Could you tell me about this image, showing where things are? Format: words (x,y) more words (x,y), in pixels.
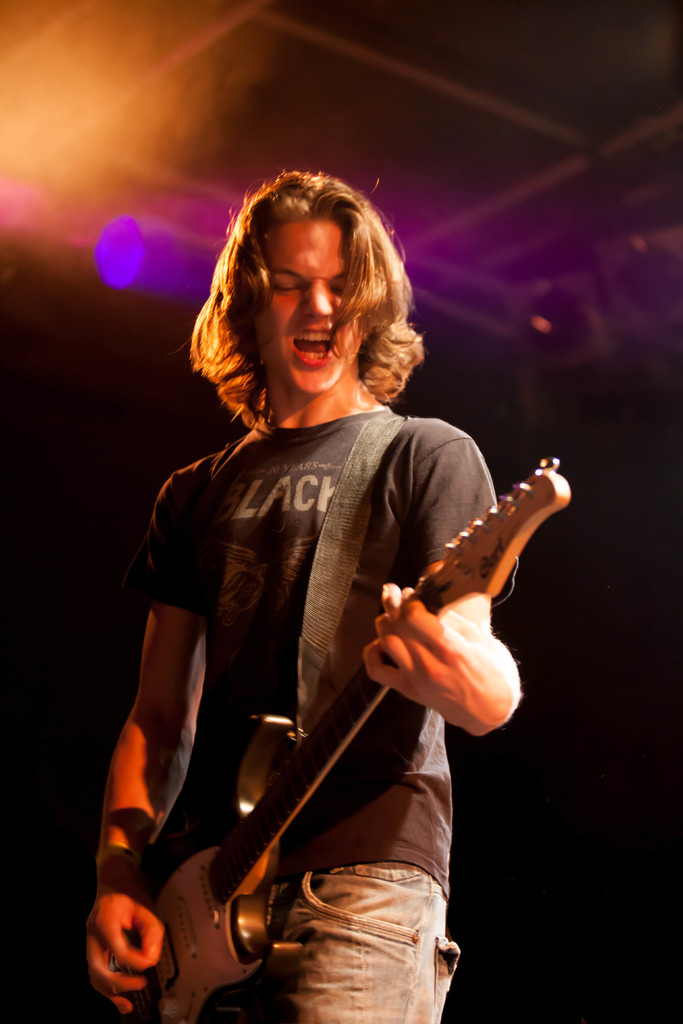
In the image a man (386,563) is standing and a guitar (257,785) is held over his shoulders (388,458), he is playing the guitar (228,848) and also singing a song, in the background (108,183) in different color of lights (114,192) and a black color wall (582,378).
